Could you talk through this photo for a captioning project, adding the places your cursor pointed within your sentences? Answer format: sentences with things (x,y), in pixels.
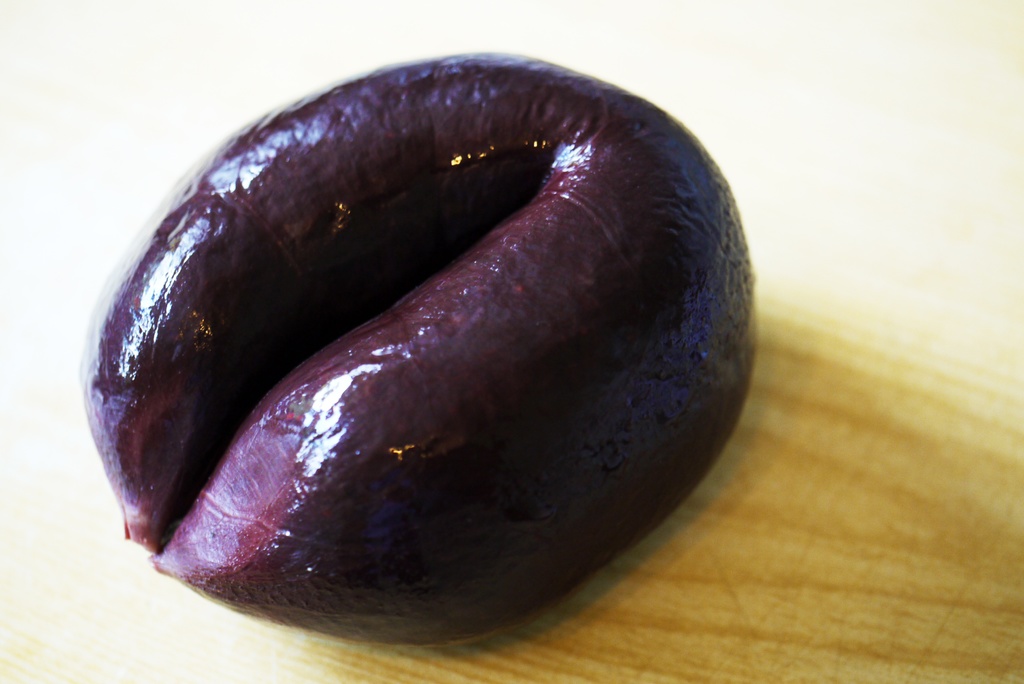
In the center of the image (565,333) we can see an object (437,287) placed on the table (655,628).
